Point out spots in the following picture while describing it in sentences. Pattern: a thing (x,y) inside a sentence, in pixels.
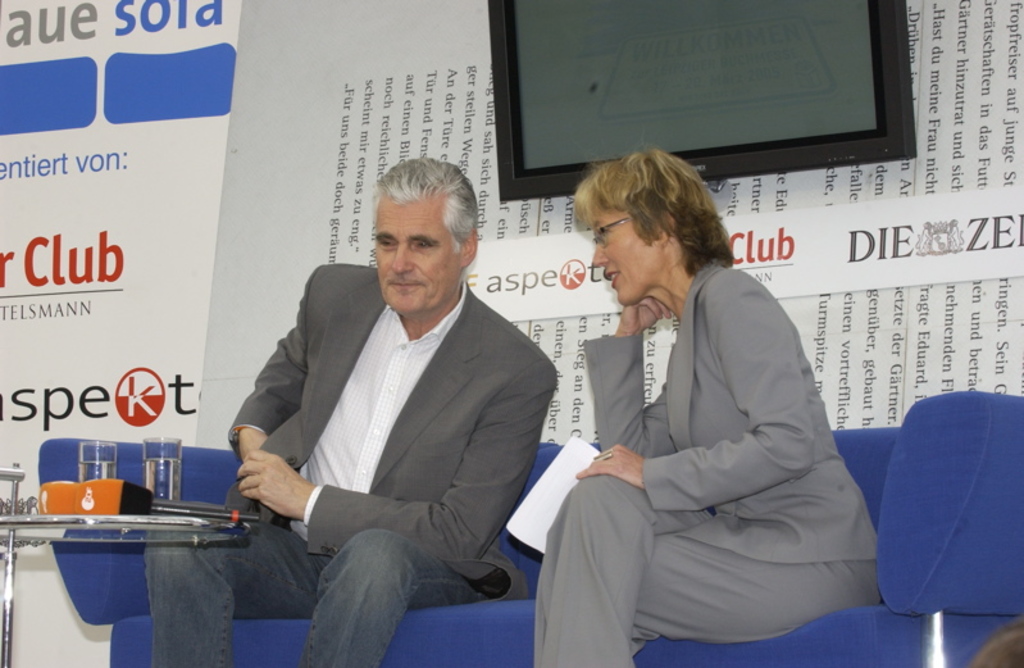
In this image in the center (474,440) there are two persons (641,456) who are sitting on a couch (74,547), and on the left side (110,539) there is a table (92,539). On the table (22,518) there are some glasses (163,498) and some objects (177,507), in the background (548,72) there is one television (844,101) and some boards (933,156). On the boards (162,303) there is text (949,345).
